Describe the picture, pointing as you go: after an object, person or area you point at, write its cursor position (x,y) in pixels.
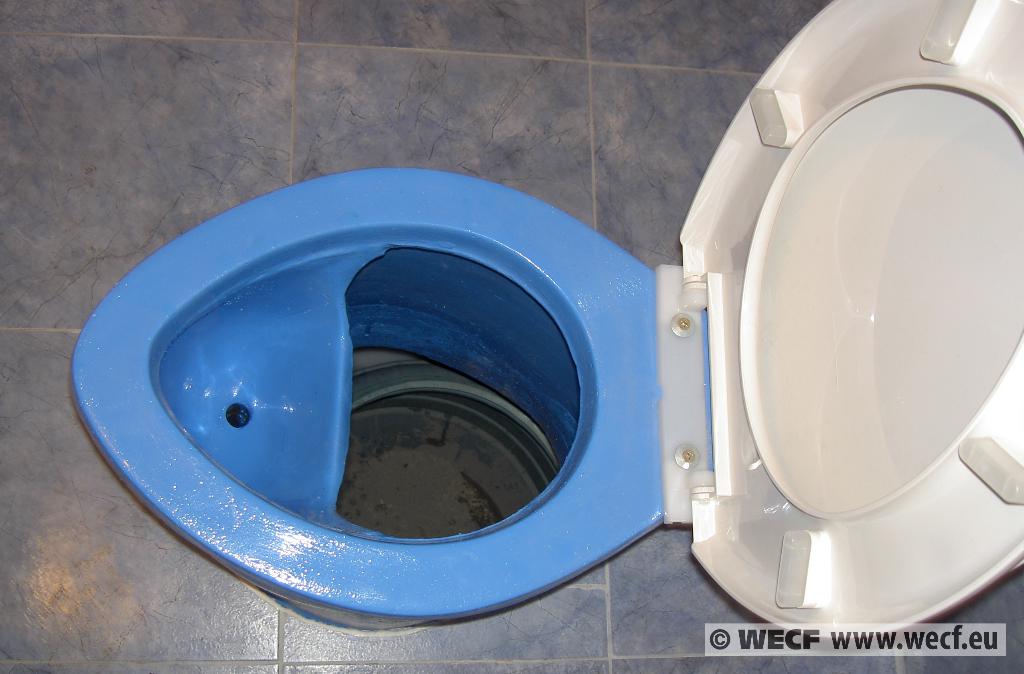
In this image, I can see a toilet seat (352,599) with a toilet lid (796,413). In the background (258,75), I can see the floor (201,624). At the bottom of the image (731,632), that looks like the watermark (838,632).
